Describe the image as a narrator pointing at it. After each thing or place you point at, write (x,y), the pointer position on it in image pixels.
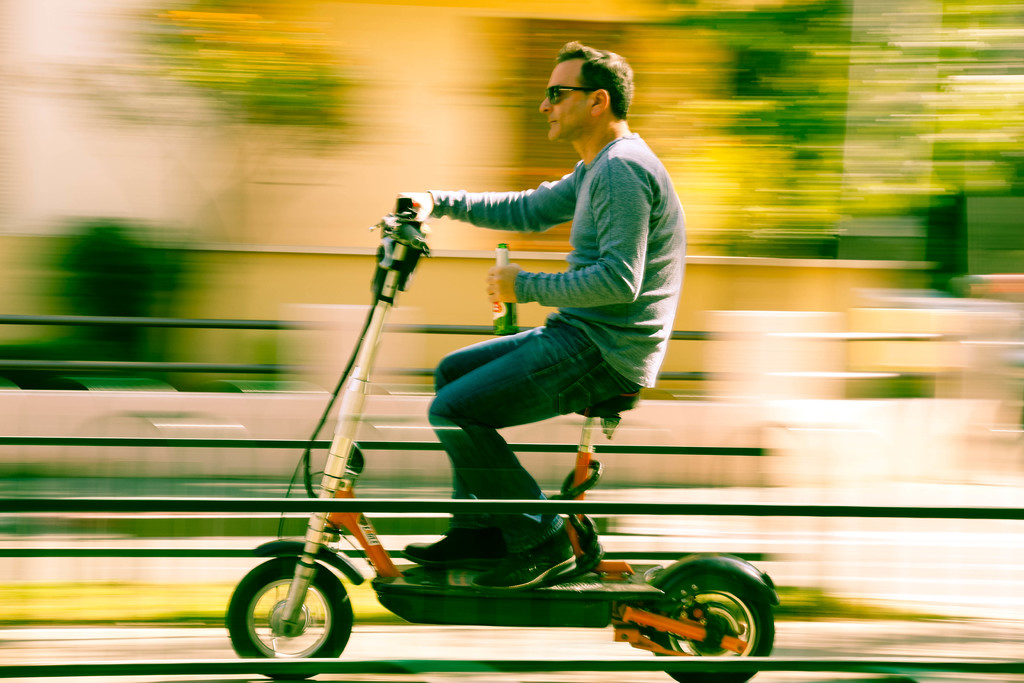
In this image I can see a man (591,245) is riding a vehicle (407,566) on the road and holding a glass bottle (506,311) in his hands (499,287).
